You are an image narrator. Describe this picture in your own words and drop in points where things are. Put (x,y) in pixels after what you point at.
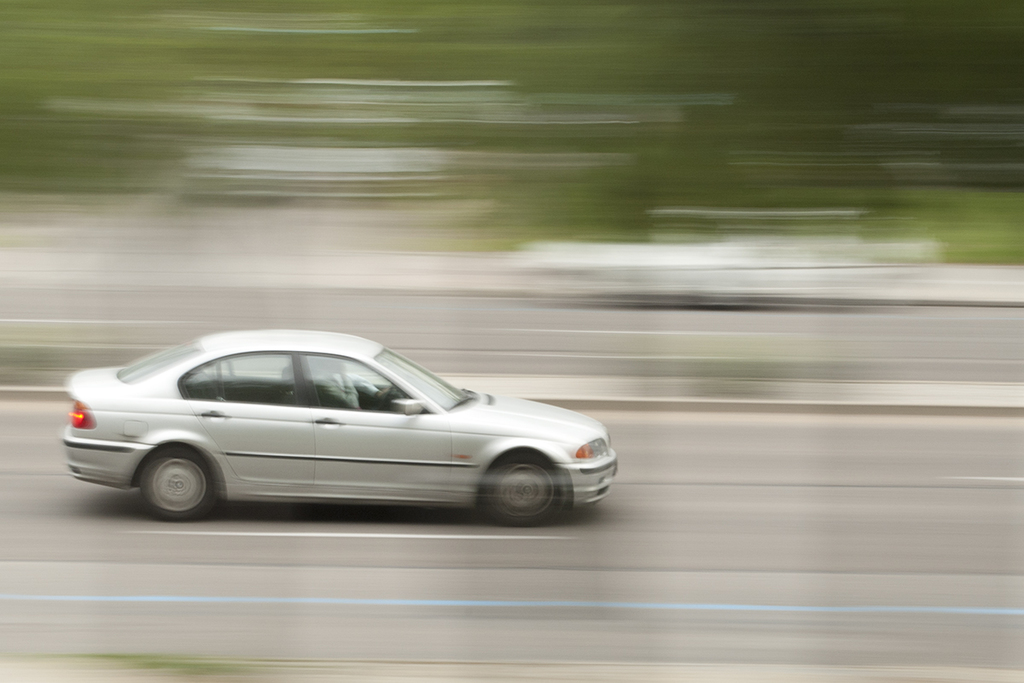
In the picture I can see a silver color car (254,437) moving on the road (894,459) and the background of the image (400,21) is completely blurred.
